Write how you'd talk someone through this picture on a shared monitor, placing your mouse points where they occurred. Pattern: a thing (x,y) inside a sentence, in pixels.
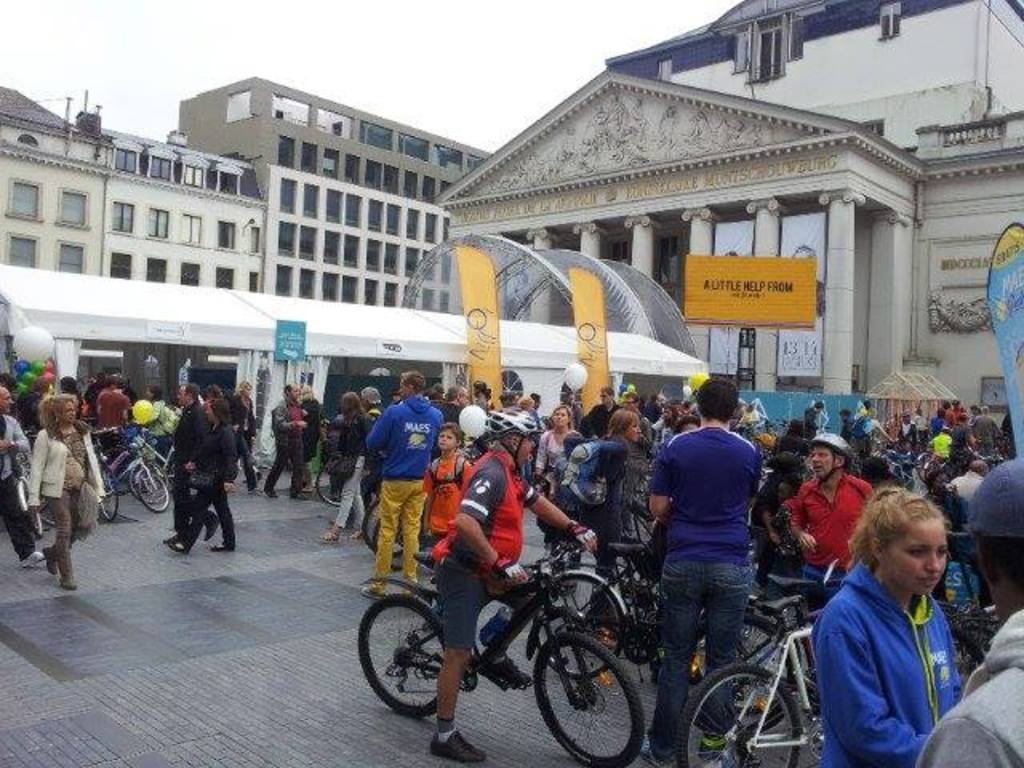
In the image there are many people (422,437) standing. And also there are few people (521,523) with bicycles (522,593) and helmets (514,424) on their heads (524,424). Behind them there are balloons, banners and also there is a tent (442,361). In the background (914,194) there is a building (847,203) with walls (823,101), pillars (836,225), sculptures (693,140), banners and roof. And also there are buildings (323,188) with walls (47,188), windows (416,154) and roofs (249,193). At the top of the image (318,71) there is sky (250,69).
